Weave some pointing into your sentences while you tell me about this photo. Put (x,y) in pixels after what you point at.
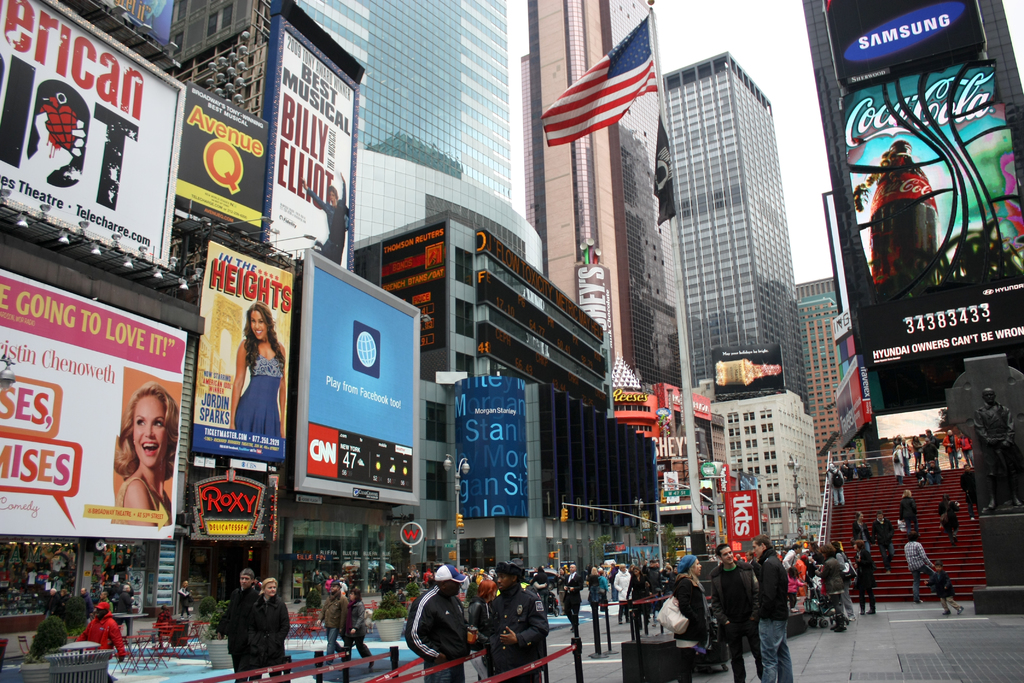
In the picture I can see people (812,561) walking on the road (699,682), I can see flower pots (39,654), light poles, I can see tables (134,663), statue (1004,401) and steps (882,581) on the right side of the image (1006,582), I can see boards (410,439), banners (18,424), flags (625,86) to the pole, tower buildings (652,242) and the sky (664,38) in the background (664,38).
